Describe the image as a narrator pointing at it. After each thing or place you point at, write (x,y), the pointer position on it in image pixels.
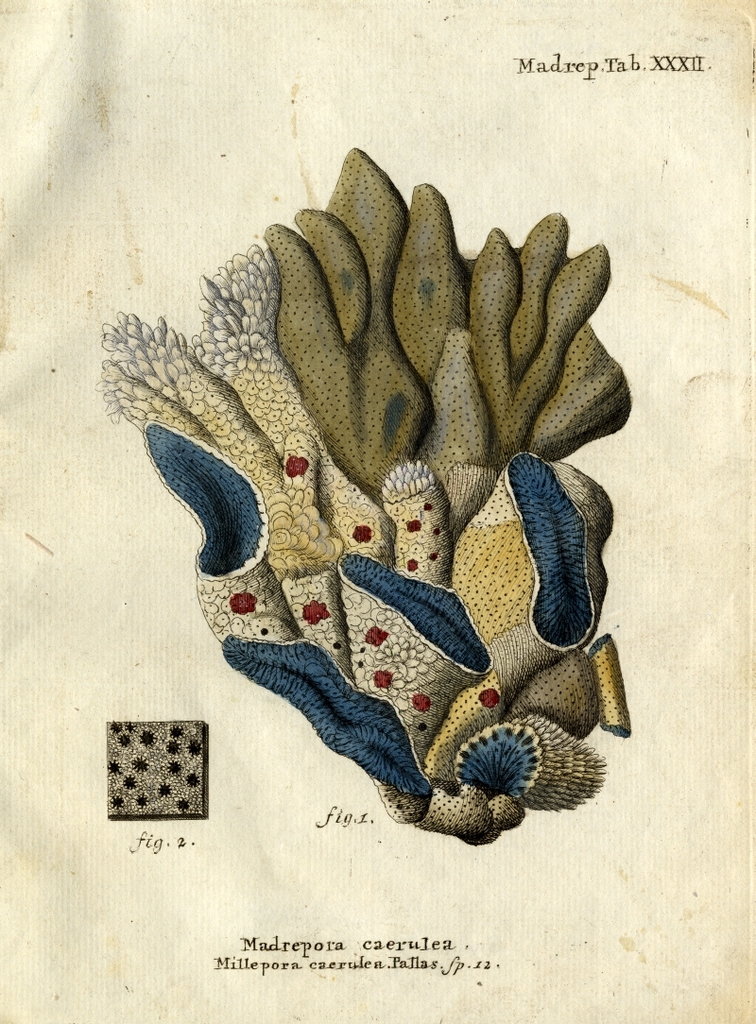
In this image we can see an object (405,464) and at the bottom of the image (385,943) there is some text (424,941) on the paper (627,348).
